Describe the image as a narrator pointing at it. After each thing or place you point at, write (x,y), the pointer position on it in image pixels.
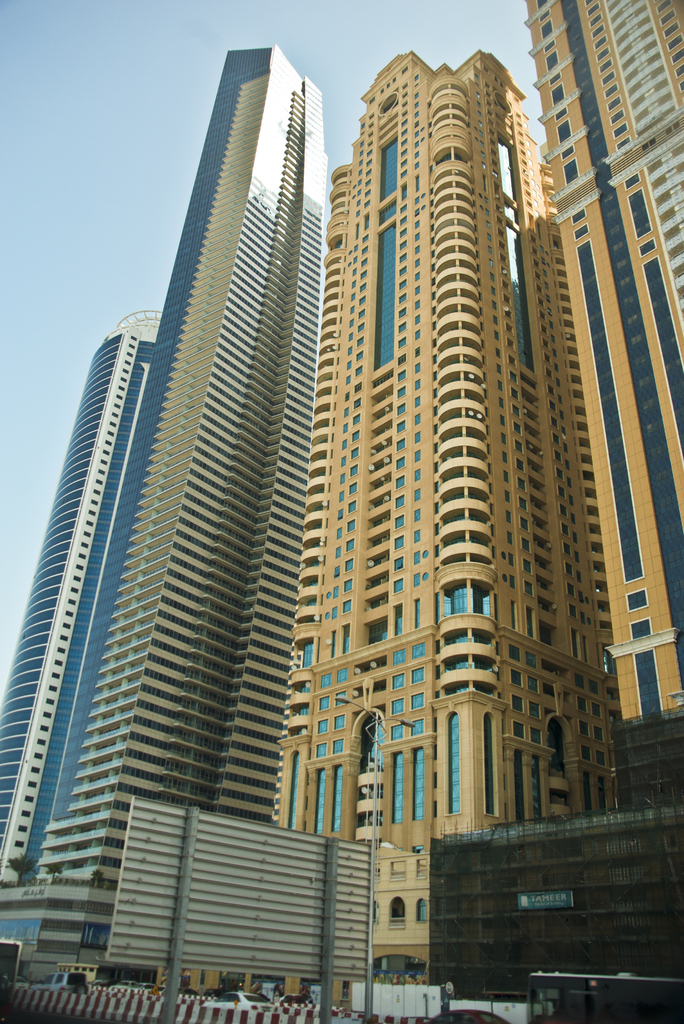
In this picture, there are many buildings (312,674). At the bottom of the picture (222,865), we see a board (225,900) and beside that, there are vehicles (7,983) moving on the road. These buildings (284,712) are in blue and light brown in color. At the top of the picture (141,147), we see the sky (339,44). This picture is clicked in the city.
